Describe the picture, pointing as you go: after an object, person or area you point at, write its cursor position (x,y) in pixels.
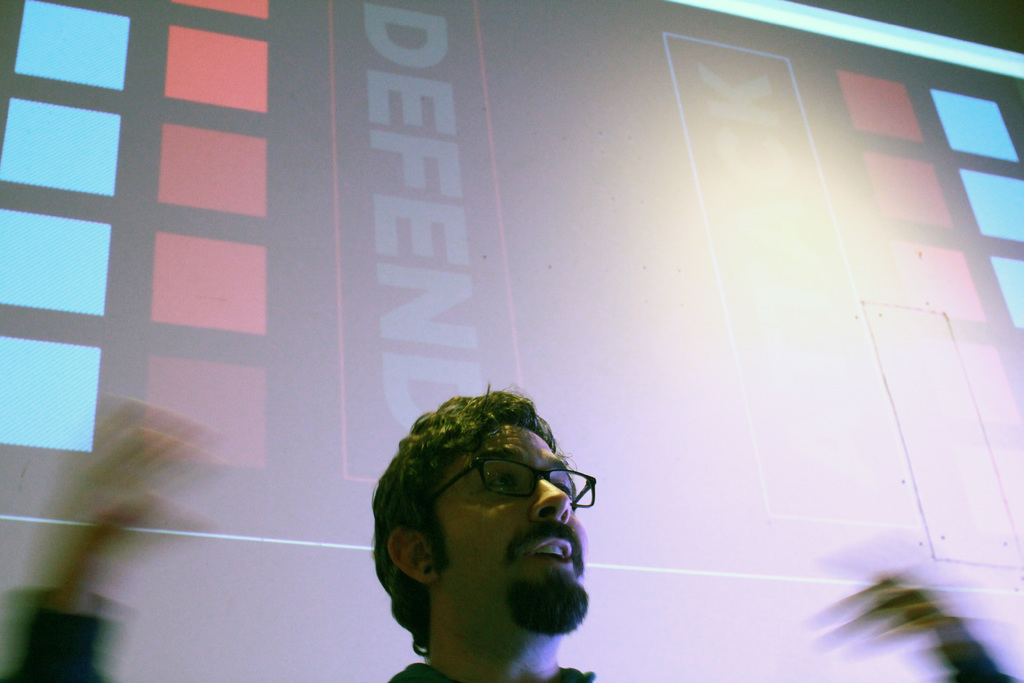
In this picture I can see a person (532,537) wearing spectacles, behind we can a board (408,225) on which we can see some text (387,262).
